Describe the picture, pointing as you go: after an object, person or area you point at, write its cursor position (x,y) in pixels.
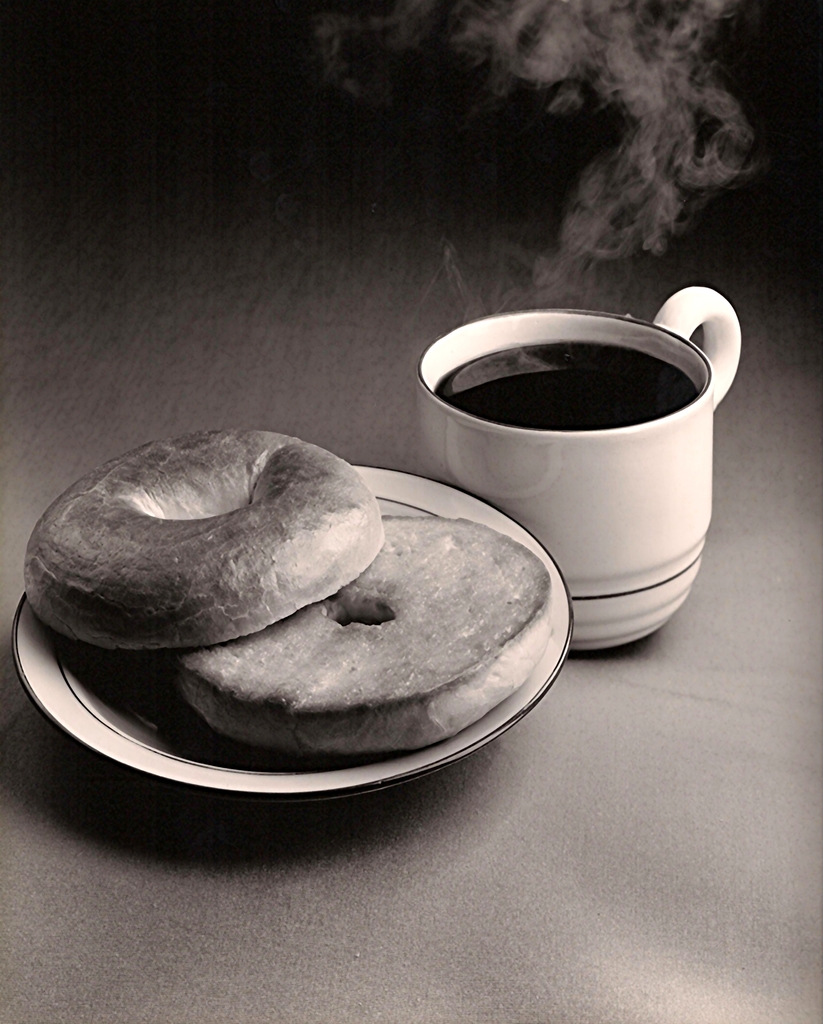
This is a black and white image. In this image we can see a cup (582,479) of beverage (597,419) and a bagel (270,679) in the serving plate (114,687).
